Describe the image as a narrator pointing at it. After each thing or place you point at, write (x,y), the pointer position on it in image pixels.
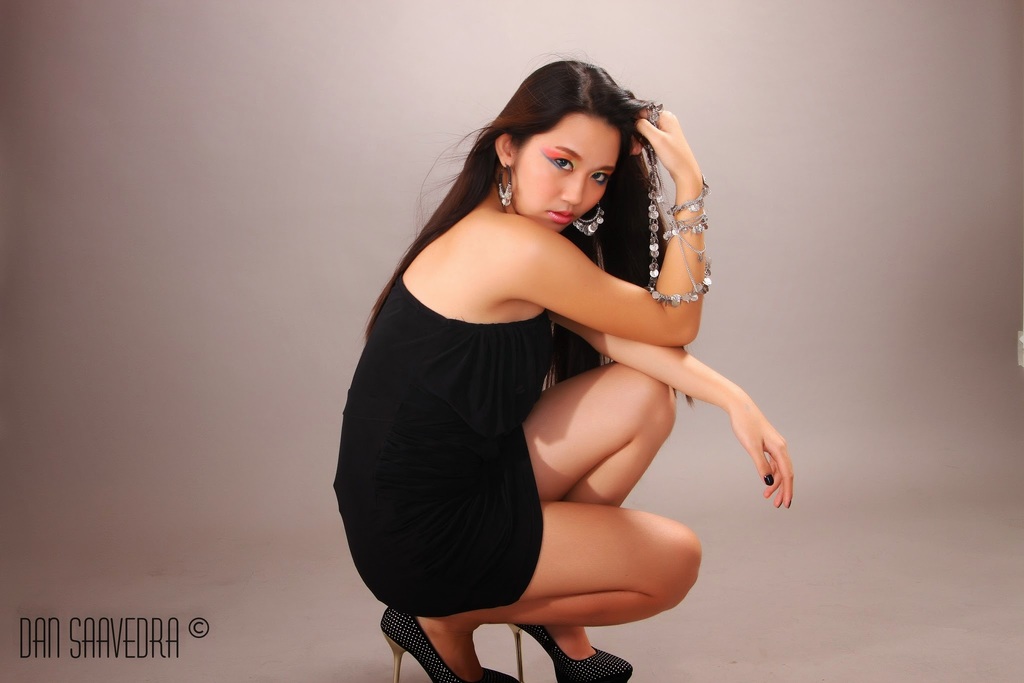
In this picture we can see a woman (465,466) on a surface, in the bottom left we can see some text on it.
